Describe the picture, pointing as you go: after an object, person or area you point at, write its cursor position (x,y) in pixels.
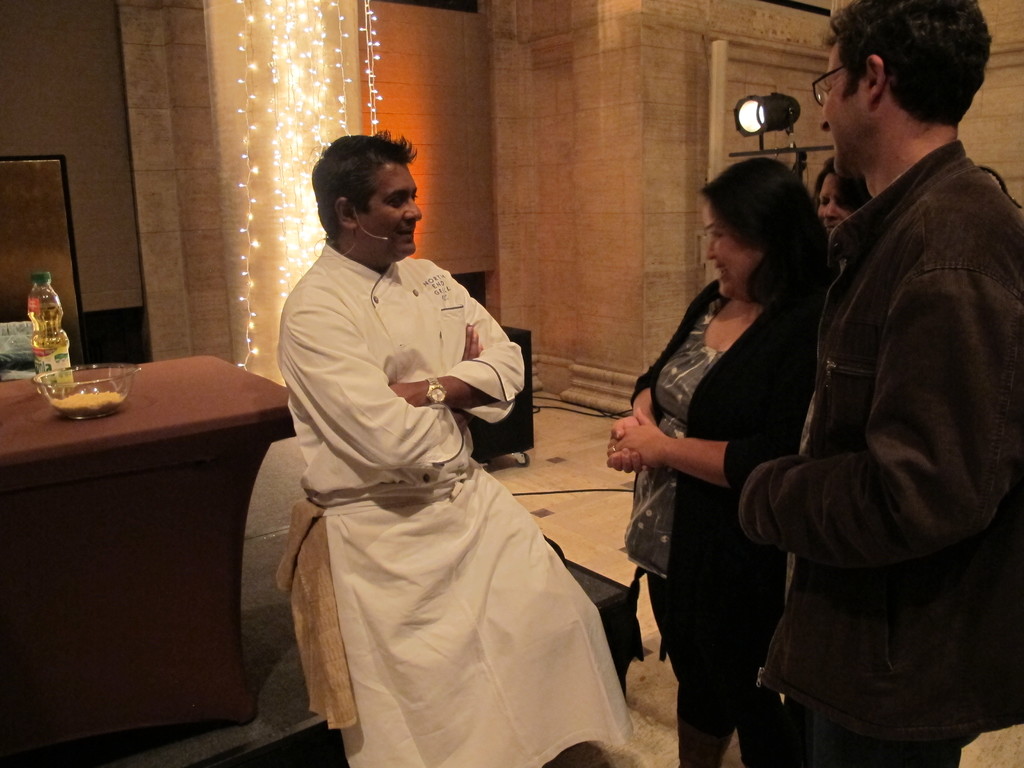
In this picture we can see four people (682,406) where one man (376,487) is leaning to the table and talking on mic (361,230) and this three people (712,428) are looking at him and on table (87,430) we can see bowl (63,372), bottle (44,312) and in background (329,39) we can see wall (408,114), lights (248,64).
